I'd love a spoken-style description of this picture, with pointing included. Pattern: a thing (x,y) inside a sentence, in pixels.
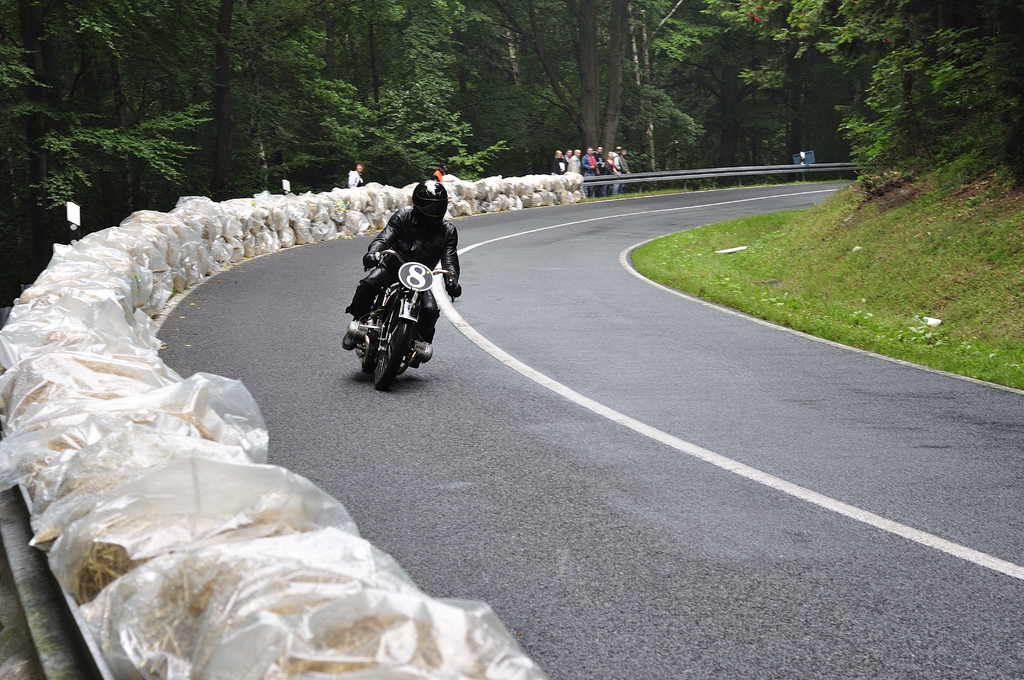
This image consists of a man (420,228) riding bike (412,339). He is wearing black color dress (419,261). The bike (404,307) is in black color. At the bottom (636,476), there is a road (652,462). To the left (256,489), there are plastic bags (168,275) kept beside the road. To the right (842,244), there is green grass (755,245). In the background (281,105), there are many trees (542,156).
